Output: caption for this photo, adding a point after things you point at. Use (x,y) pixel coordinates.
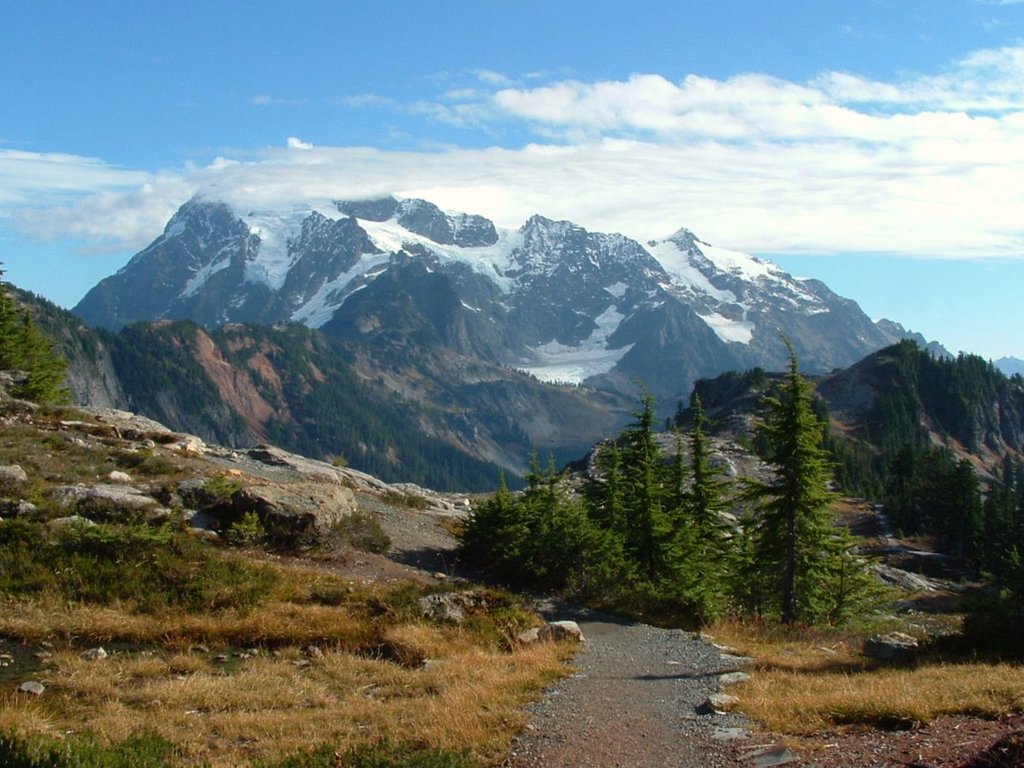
In the center of the image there is a road (687,644). There are trees (698,479). At the background of the image (328,388) there is a mountain (400,202). At the bottom of the image (183,633) there is grass (210,618). At the top of the image (446,33) there is sky (713,52) and clouds (456,116).
